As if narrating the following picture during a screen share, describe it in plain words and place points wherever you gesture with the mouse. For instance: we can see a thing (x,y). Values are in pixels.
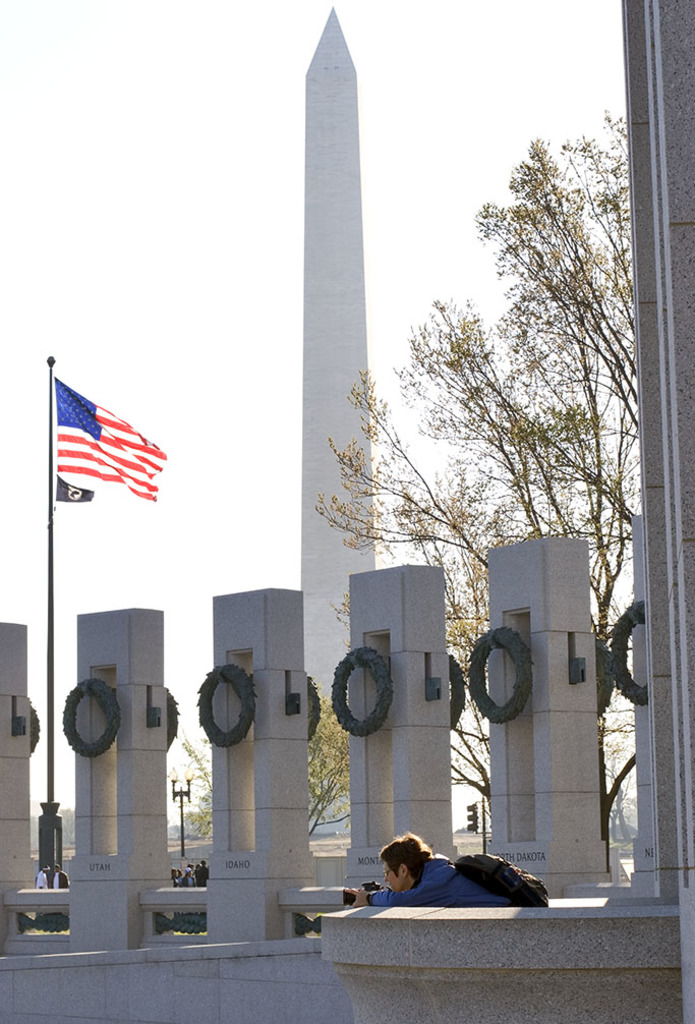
In the image we can see a person (390,888) wearing clothes (433,867) and holding a camera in hand (360,902), and carrying bag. Here we can see the flag (86,423) of the country. We can see the tower (325,367), trees (366,478) and the sky (120,223). There are even other people (59,886) wearing clothes (62,877).
